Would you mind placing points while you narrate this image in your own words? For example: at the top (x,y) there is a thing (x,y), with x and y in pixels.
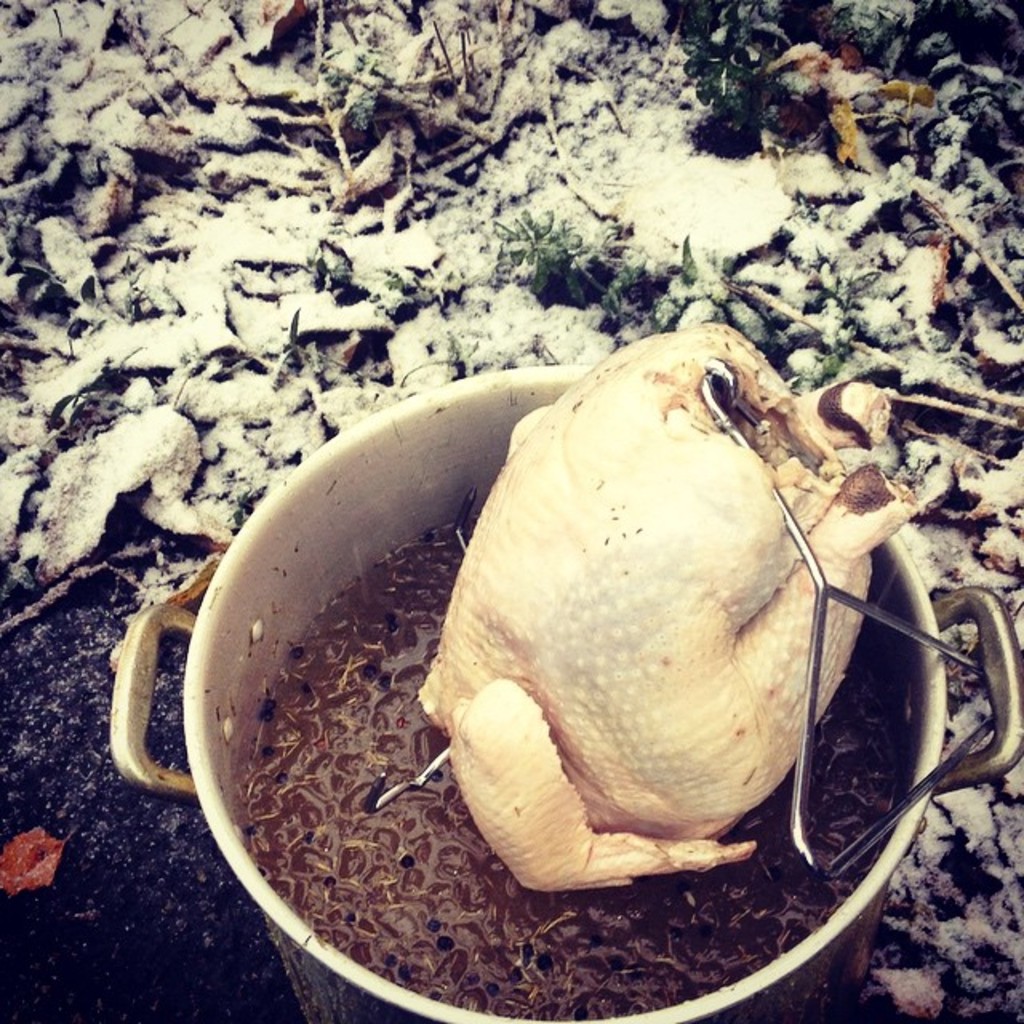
In this image I can see a container (383,451) in which I can see a brown colored thing (331,768) and a chicken (710,652) in which I can see few metal rods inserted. I can see few other objects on the ground (435,190).
